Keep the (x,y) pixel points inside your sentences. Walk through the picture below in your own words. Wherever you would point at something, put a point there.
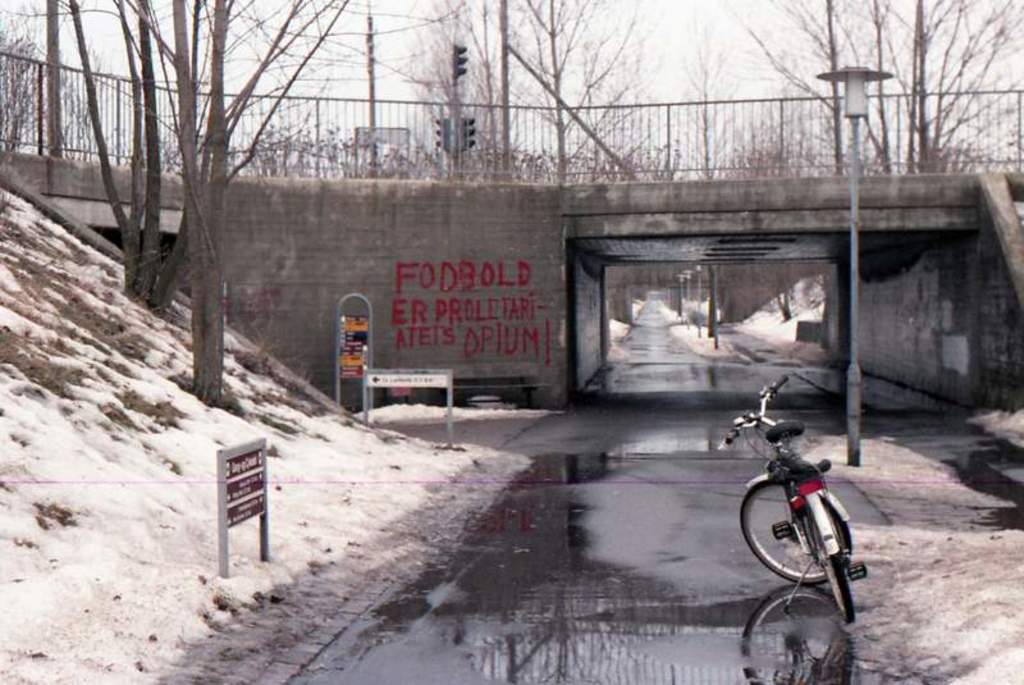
In the picture we can see a road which is wet with some water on it and a bicycle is parked on it and besides on the either sides we can see a snow path (888,487) with some trees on it and in the background (972,200), we can see a bridge (766,230) on it we can see a railing (439,162) and behind it we can see some poles (507,134), trees (464,114) and traffic lights (455,127) and sky (340,91).
